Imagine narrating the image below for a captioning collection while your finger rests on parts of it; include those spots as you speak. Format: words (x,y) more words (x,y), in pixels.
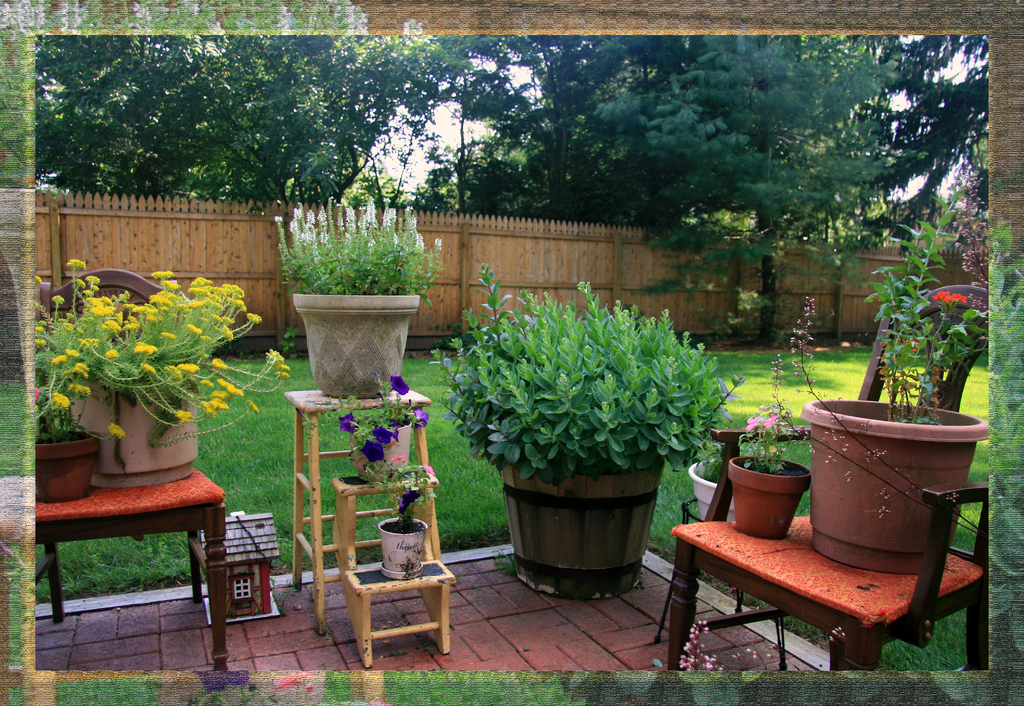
In this image I can see many flower pots (901,563). At the back (223,259) there's a wall (820,277). In the background (363,94) there are trees (354,122) and the sky (441,147).
